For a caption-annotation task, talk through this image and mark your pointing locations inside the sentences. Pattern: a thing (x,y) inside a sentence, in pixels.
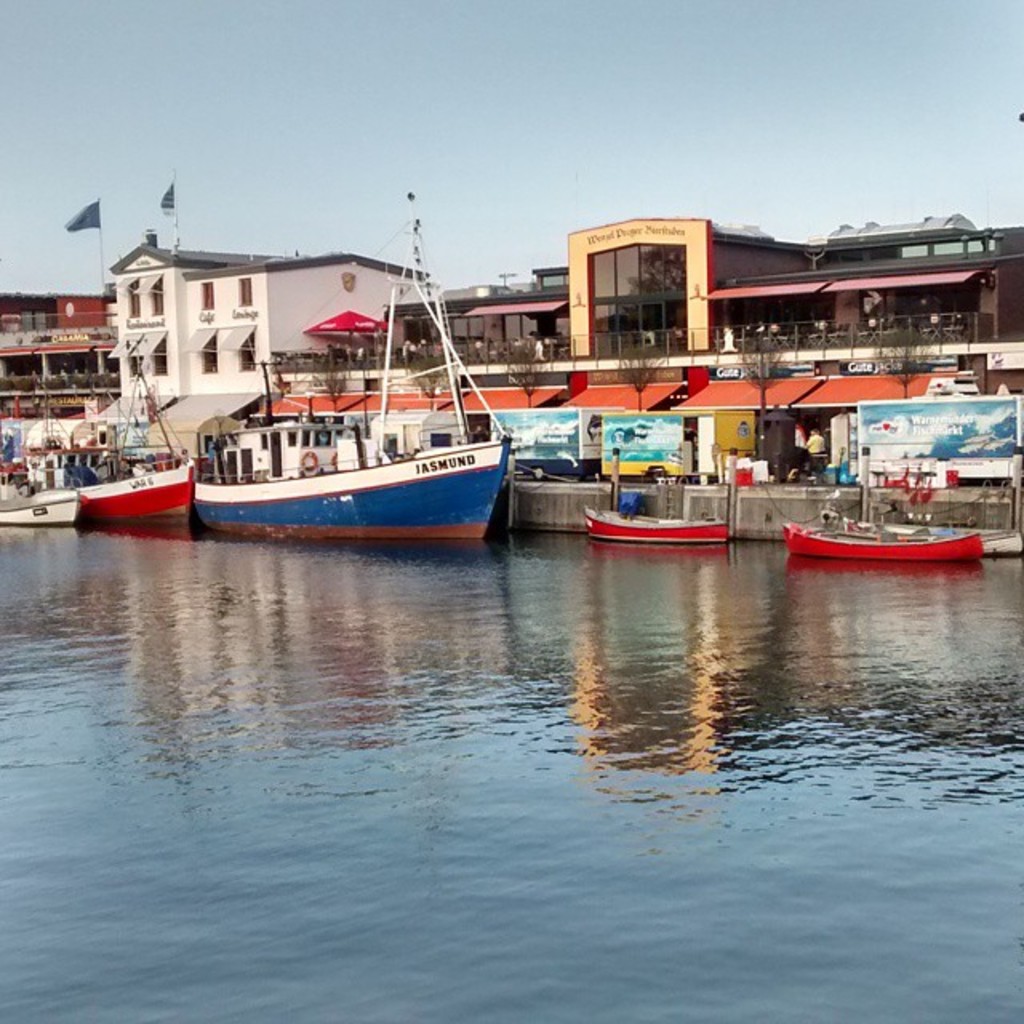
There are boats (345,510) on the water (568,580). Here we can see vehicles (917,451), buildings (585,385), flags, trees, boards (1009,440), and an umbrella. In the background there is sky (675,178).
